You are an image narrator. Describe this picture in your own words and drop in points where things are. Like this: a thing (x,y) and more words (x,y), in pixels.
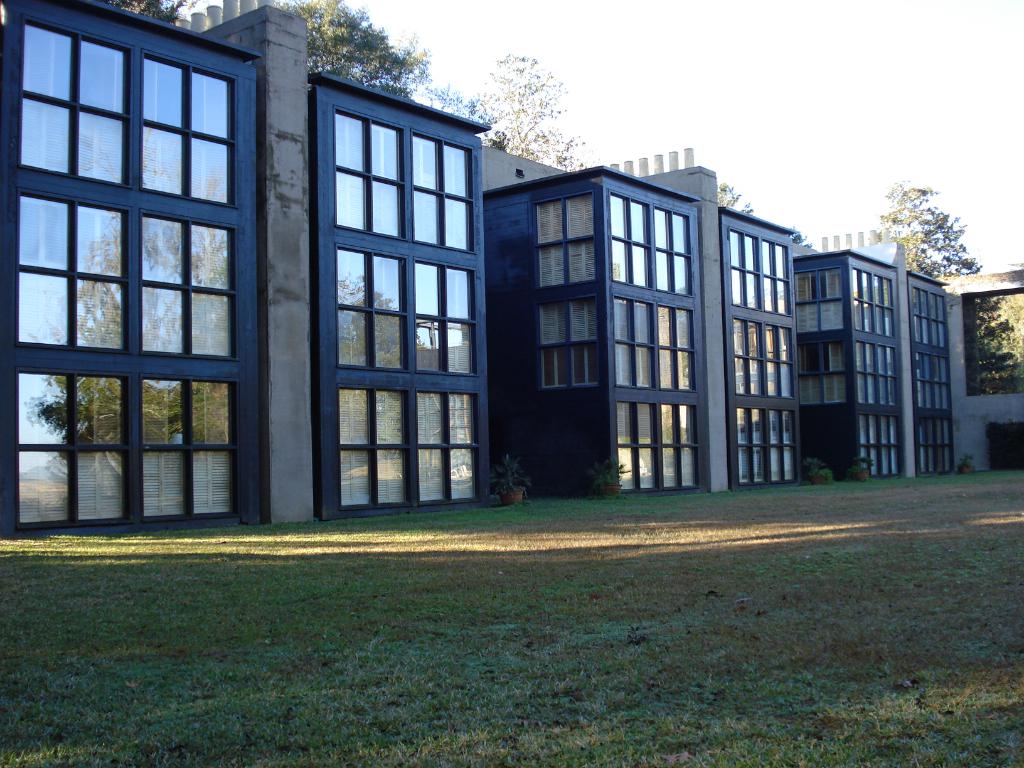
This is completely an outdoor picture. At the top (809,77) we can see a sky (833,67) and it seems like a sunny day. These are the buildings (517,418). These are the glasses (111,251), here we can see the reflection (203,286) of the tree (220,261) on the building (356,342). This is a fresh green grass (306,673).
